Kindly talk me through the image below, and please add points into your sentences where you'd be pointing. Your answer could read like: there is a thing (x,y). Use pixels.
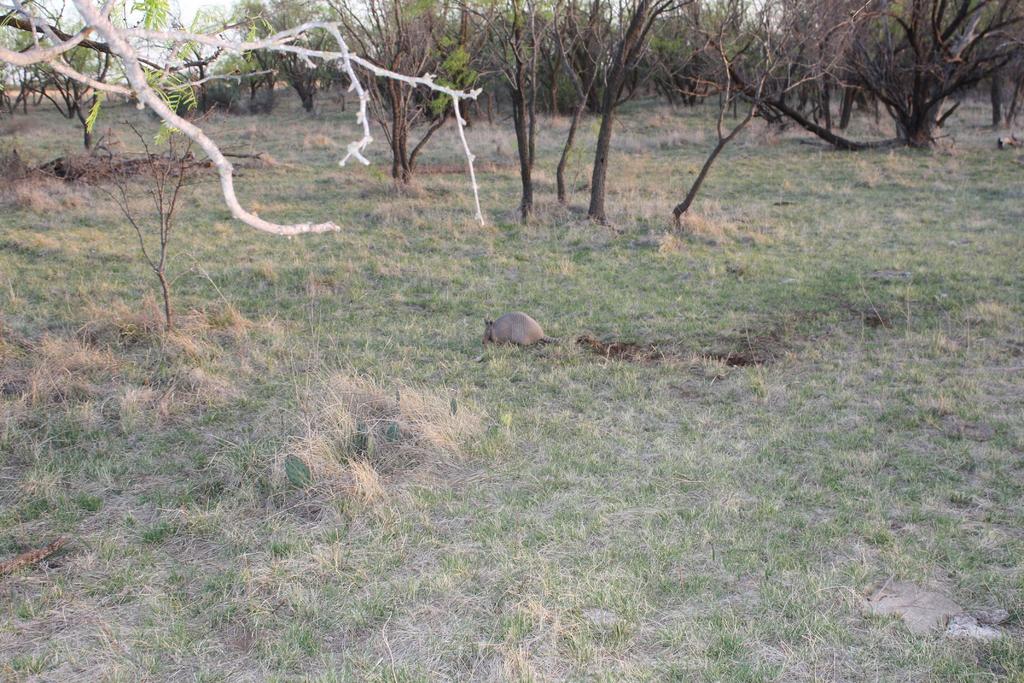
In this image we can see an animal (519,337) on the ground (407,364). And we can see the dried grass (636,398) and trees (364,121).
